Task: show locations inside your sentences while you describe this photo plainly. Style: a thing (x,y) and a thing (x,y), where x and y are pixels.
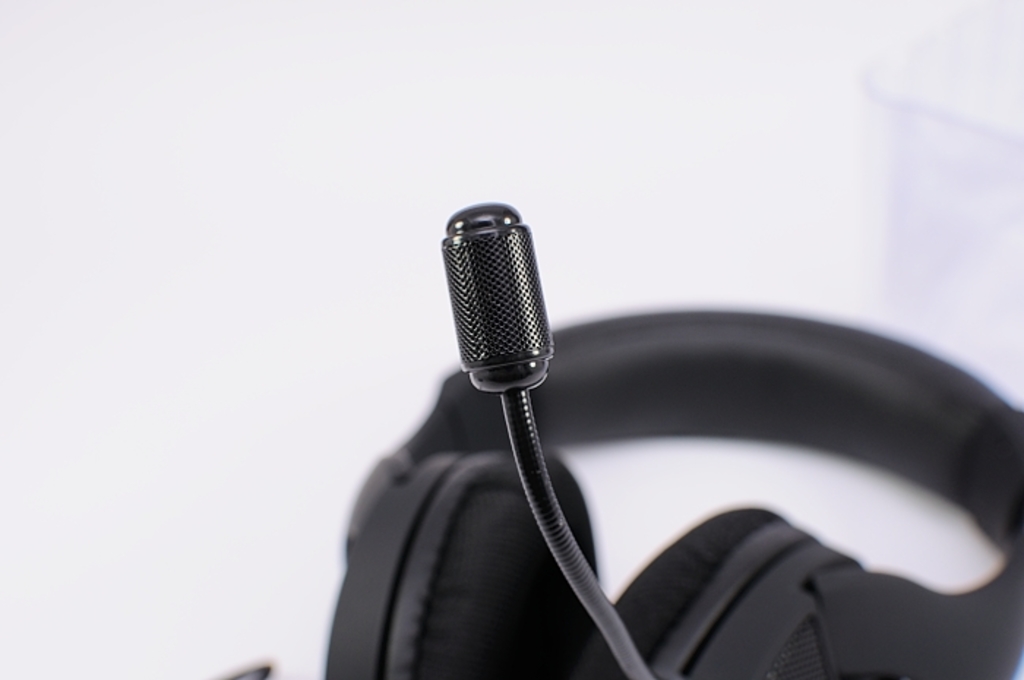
In the foreground of this image (611,618), there is a mic (611,618). In the background (451,595), there is a headset (489,601) on a white surface (321,449).
